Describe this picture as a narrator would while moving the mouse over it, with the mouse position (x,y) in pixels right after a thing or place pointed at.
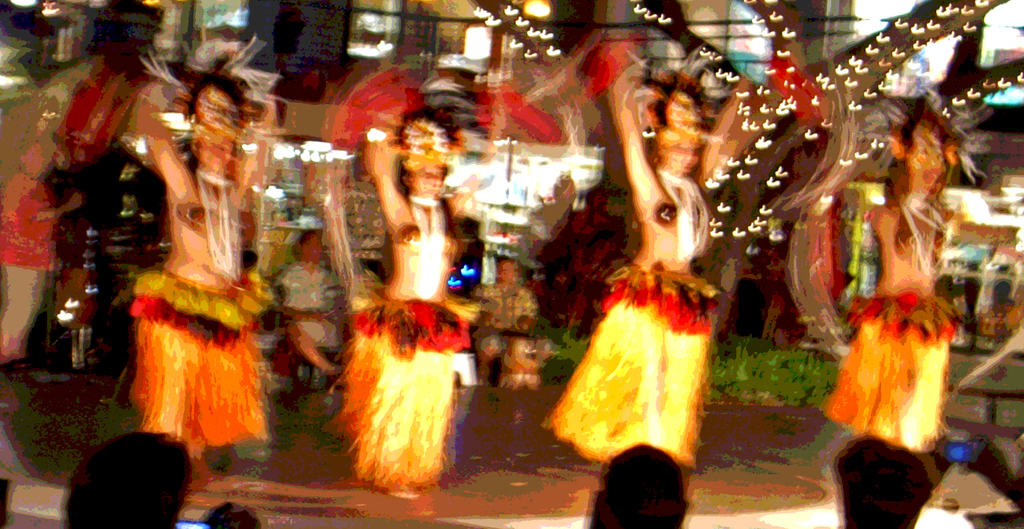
Blur image. Here we can see people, tree (793,119), decorative lights (750,126) and building (330,38).
